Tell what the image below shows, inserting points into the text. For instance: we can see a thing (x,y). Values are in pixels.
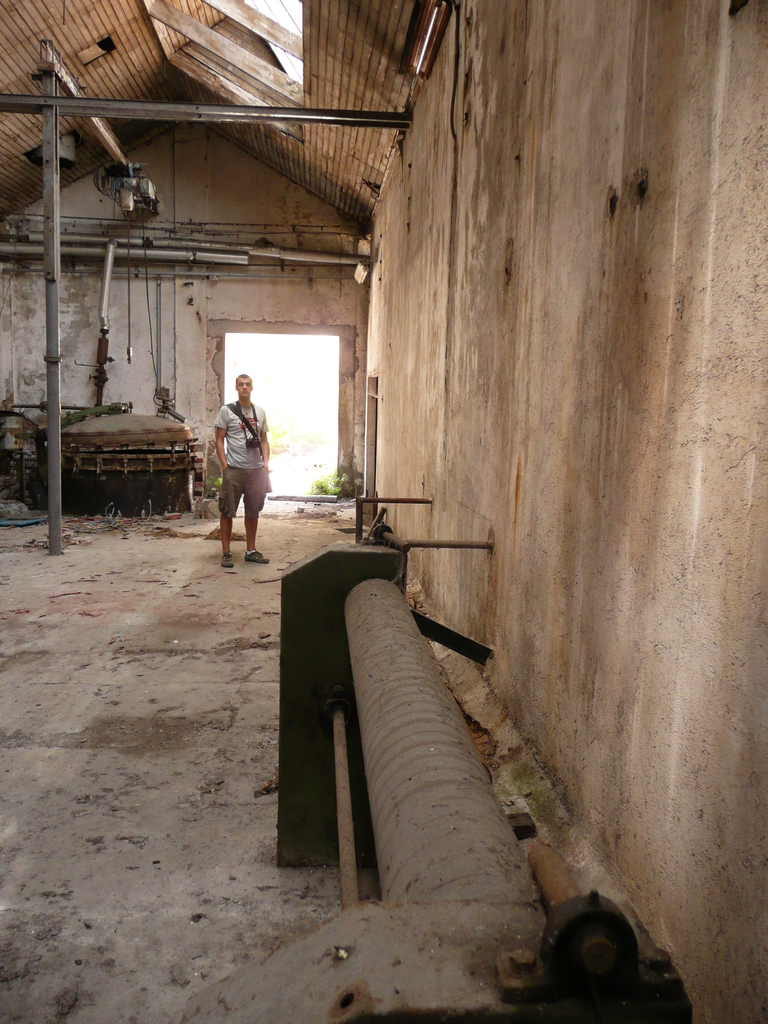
In this picture there is a man (246,453) standing on the floor (120,534) and carrying a camera (255,443) and we can see pipe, rods (342,759), walls (327,308) and objects (67,421).
